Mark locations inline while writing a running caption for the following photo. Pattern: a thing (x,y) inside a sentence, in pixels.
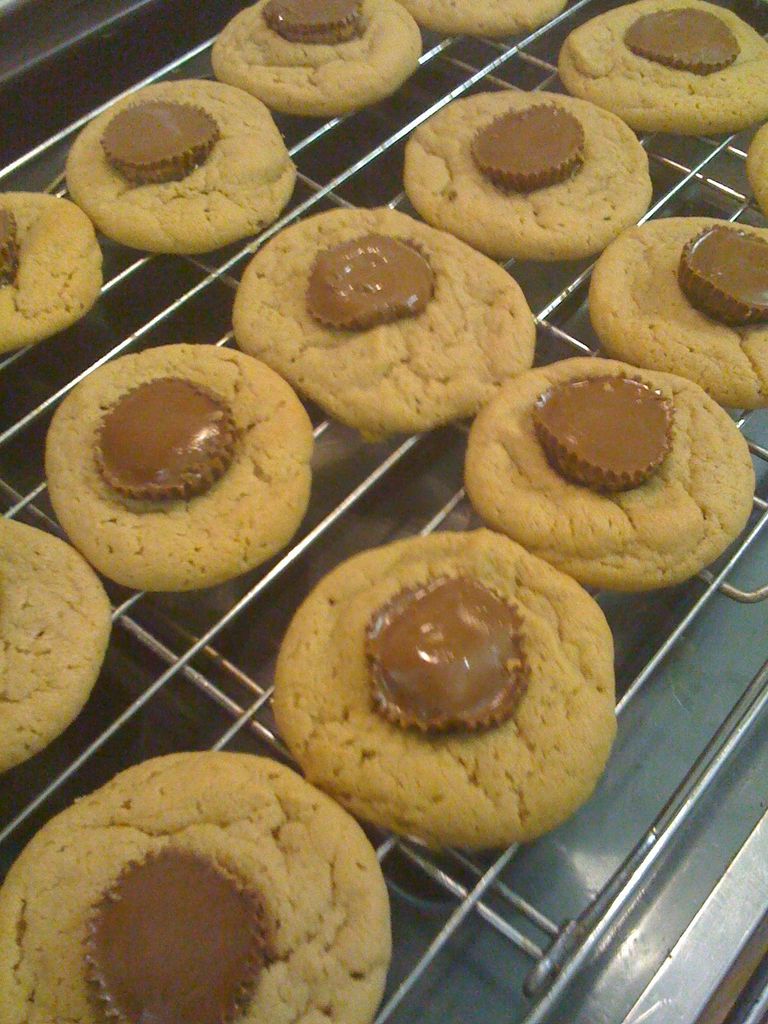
On this grill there are cookies (480,792). Under this grill (516,939) there is a platform (656,801).
